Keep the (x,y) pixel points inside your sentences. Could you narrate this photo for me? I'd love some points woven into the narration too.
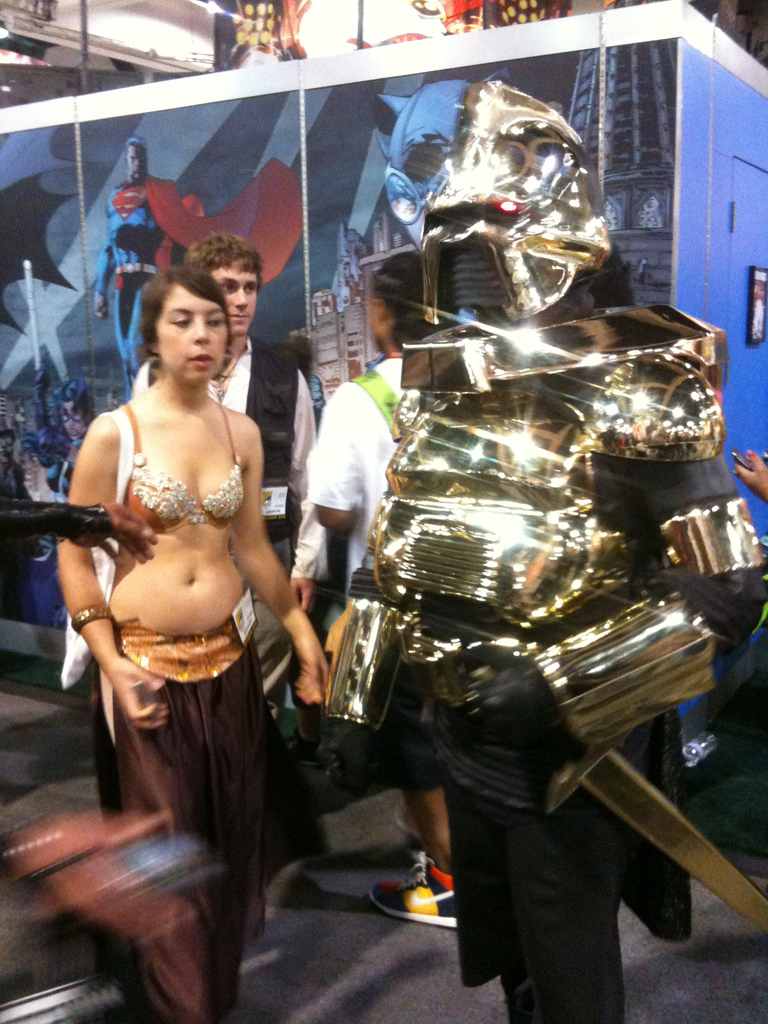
In this image we can see few people (374,518) standing on the floor (349,940), a person (478,694) is with costume (498,426) and in the background (678,98) there is a wall (162,152) with a painting (159,251).
